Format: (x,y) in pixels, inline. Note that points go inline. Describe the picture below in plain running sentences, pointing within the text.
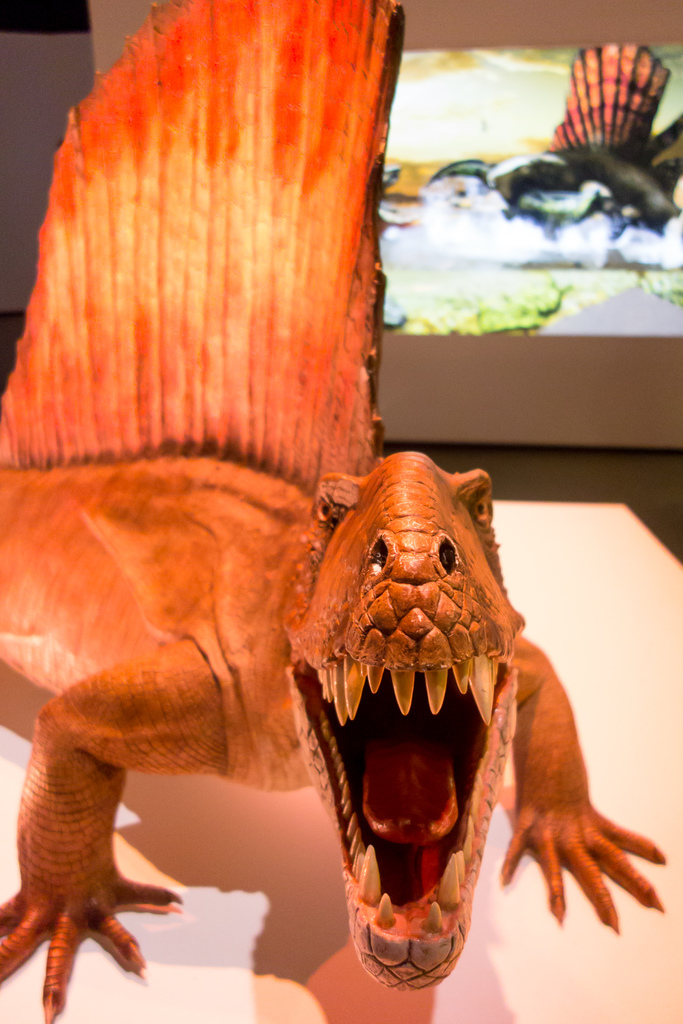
In the image we can see a sculpture (270,600) of an animal (294,657) on the white surface (437,992) and the background (530,138) is slightly blurred.
